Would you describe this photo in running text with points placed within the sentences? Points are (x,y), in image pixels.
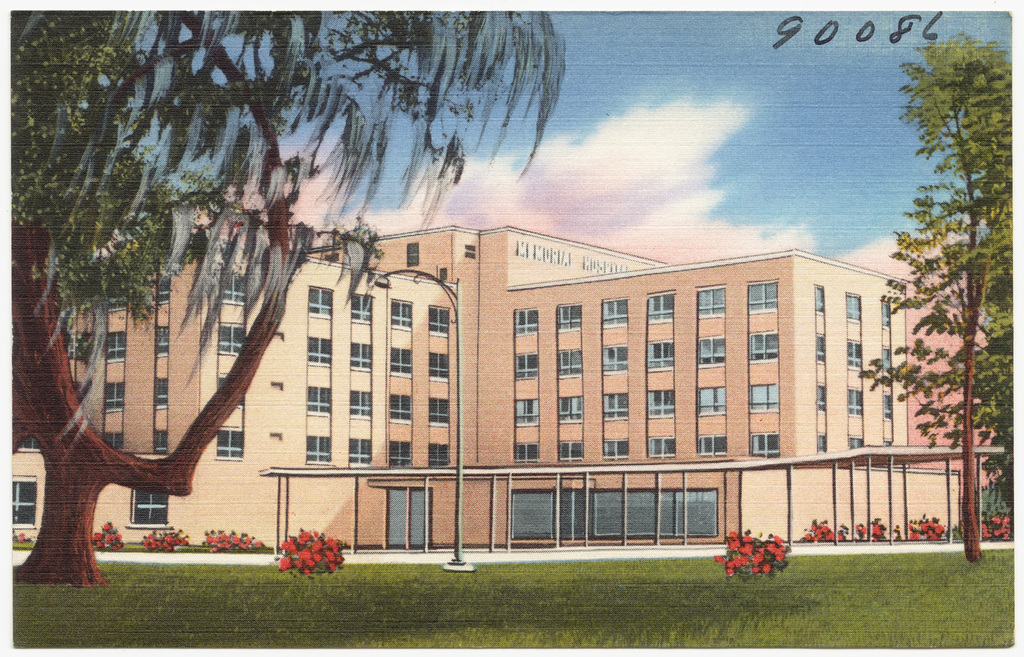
It is an animated image of a building (440,426) it looks like institution (718,408) outside that there are few grass (434,589) and some plants (311,555) that there are also some other trees (262,152) and sky (592,140) and clouds (506,190).
